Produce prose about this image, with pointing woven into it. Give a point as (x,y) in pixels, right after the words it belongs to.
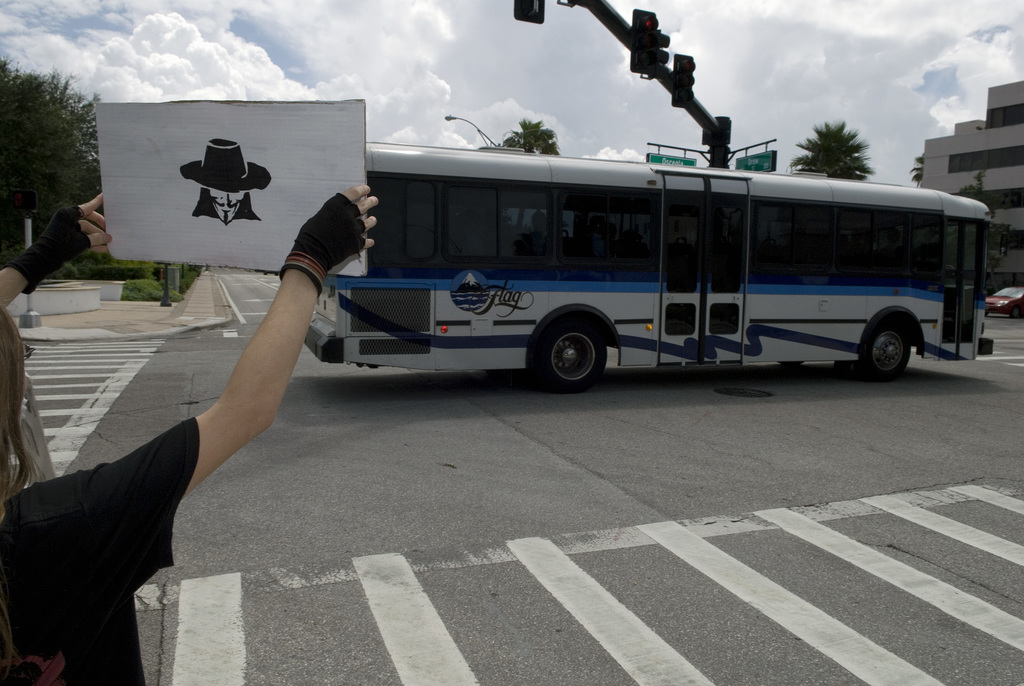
In this image there is a person (1,665) holding object (166,127) and there are trees (60,171) on the left corner (8,159). There is a road (273,593) at the bottom (630,657). There are vehicles (562,296), sign boards (746,164) and traffic signals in the foreground (636,303). There are buildings (1022,106) and vehicles (1010,311) on the right corner (1011,126). There are trees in the background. And there is sky (937,23) at the top (396,50).
